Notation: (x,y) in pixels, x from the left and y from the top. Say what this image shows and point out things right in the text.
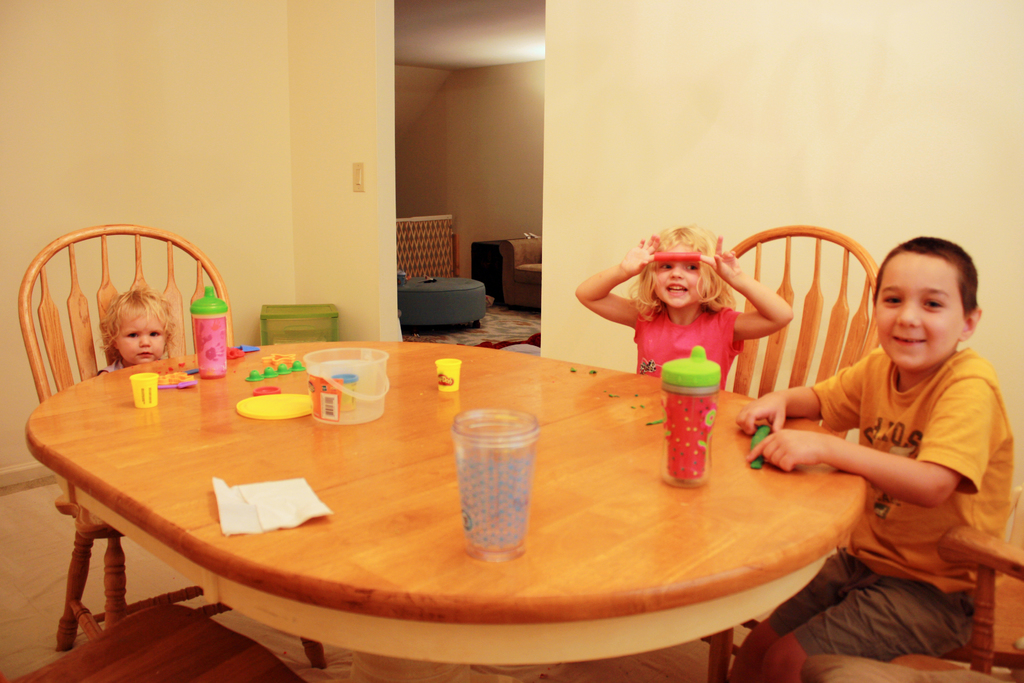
there is a table (446,518) on which there are glass (502,456), bottles (682,428). on 3 chairs (805,326) 3 people (668,308) are sitting. behind them there are walls (644,167). in the next room (510,268) there is a sofa (514,285).
